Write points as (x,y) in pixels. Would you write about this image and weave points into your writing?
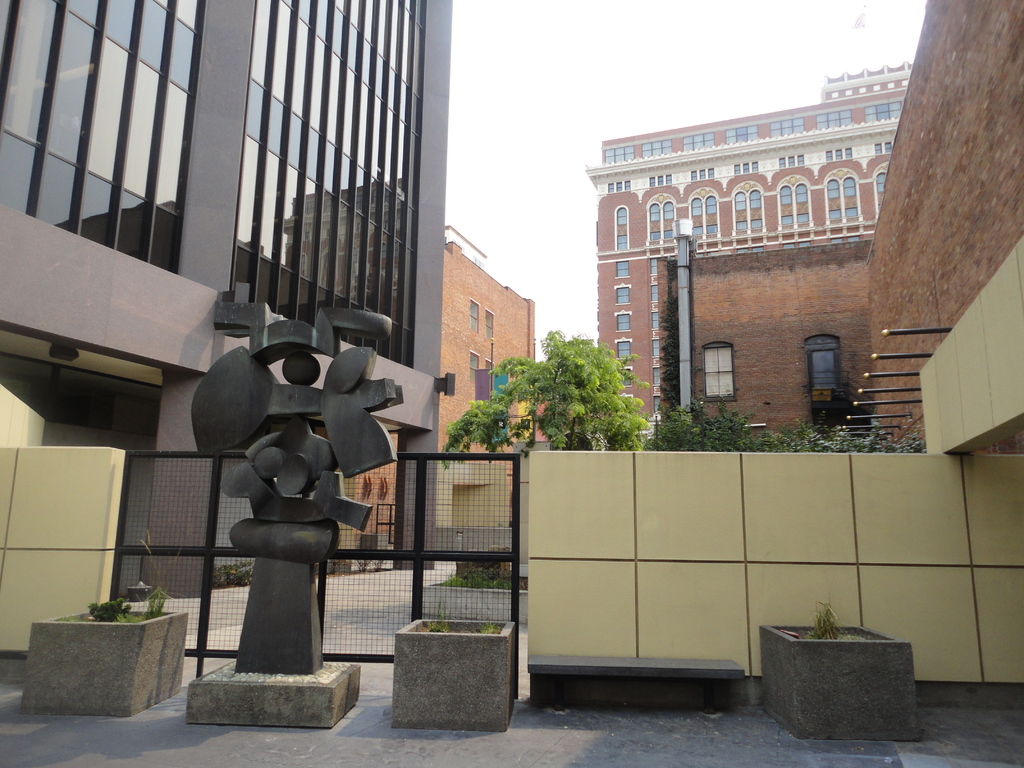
In this image we can see a few buildings (425,321), there are some trees (591,361), plants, windows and the fence (420,461), also we can see a statue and in the background (549,92), we can see the sky (549,92).
